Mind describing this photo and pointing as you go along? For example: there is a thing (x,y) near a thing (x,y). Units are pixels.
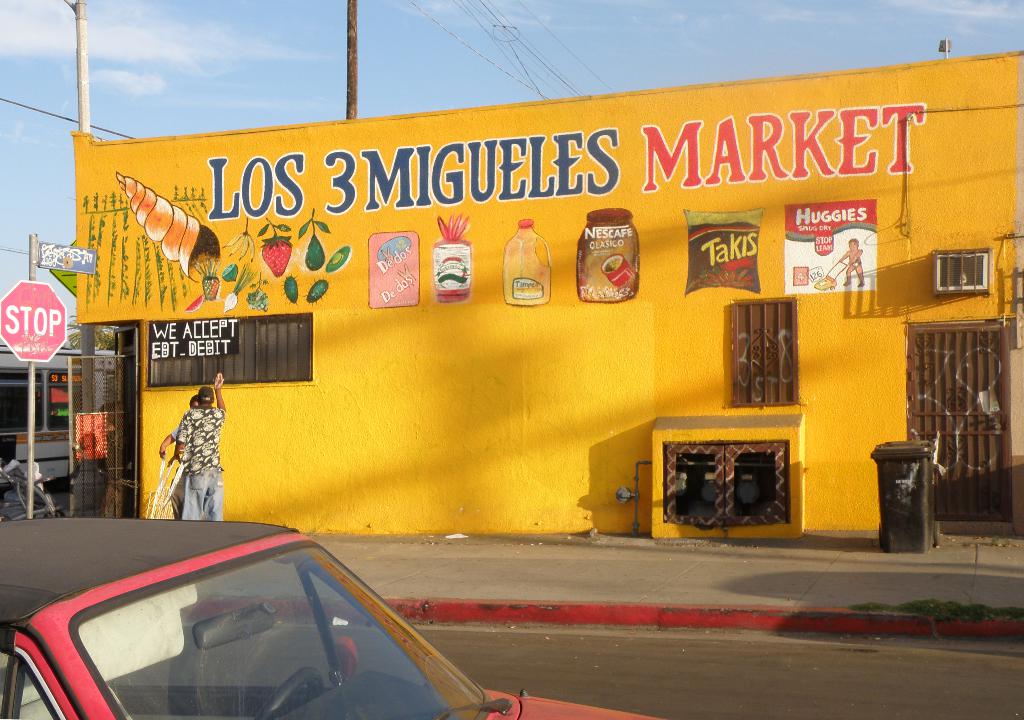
On the left bottom corner (233,635) there is a car (176,635). Also there is a door (971,398). In the back (566,359) there is a yellow building (504,230) with windows (763,358) and door (928,391). On the wall (300,237) something is written and painting (184,237) of some objects (830,253) are there. On the left side (25,305) there is a sign board (37,342) with pole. There are two people (209,444) standing on the sidewalk (626,558). There is a dustbin (927,494) near to the wall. In the background (164,45) there is sky (727,46).
